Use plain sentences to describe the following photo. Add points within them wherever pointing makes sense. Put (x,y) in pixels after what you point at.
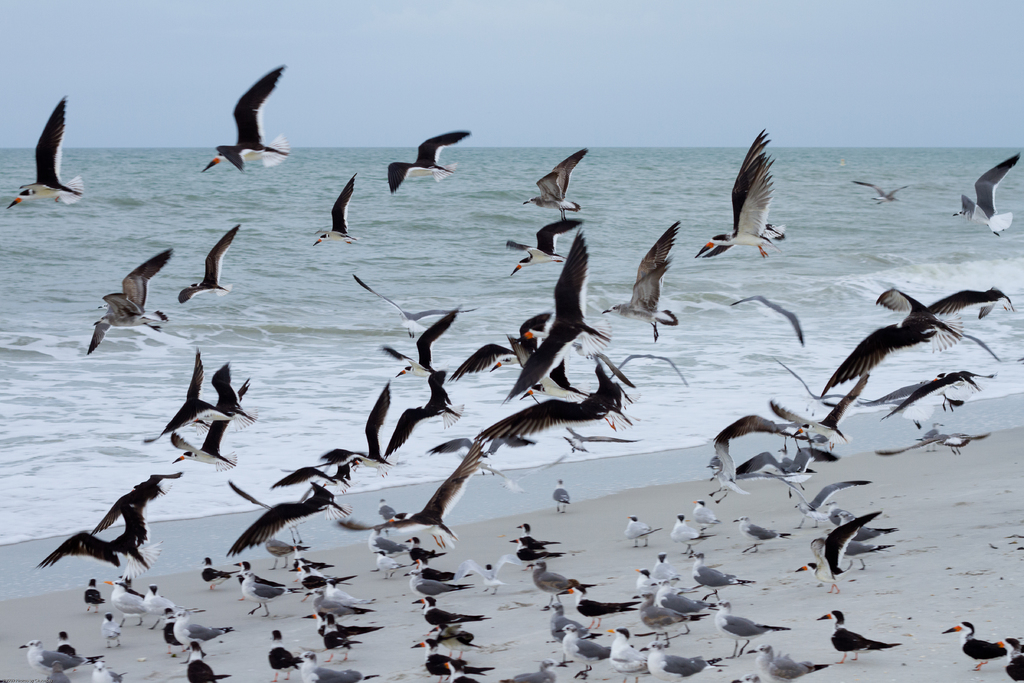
In this image we can see so many birds (508,427) are in the air (648,369) as well as on the land (547,653). In the background (759,319), we can see an ocean (403,250). At the top of the image (428,75), we can see the sky (381,58).
